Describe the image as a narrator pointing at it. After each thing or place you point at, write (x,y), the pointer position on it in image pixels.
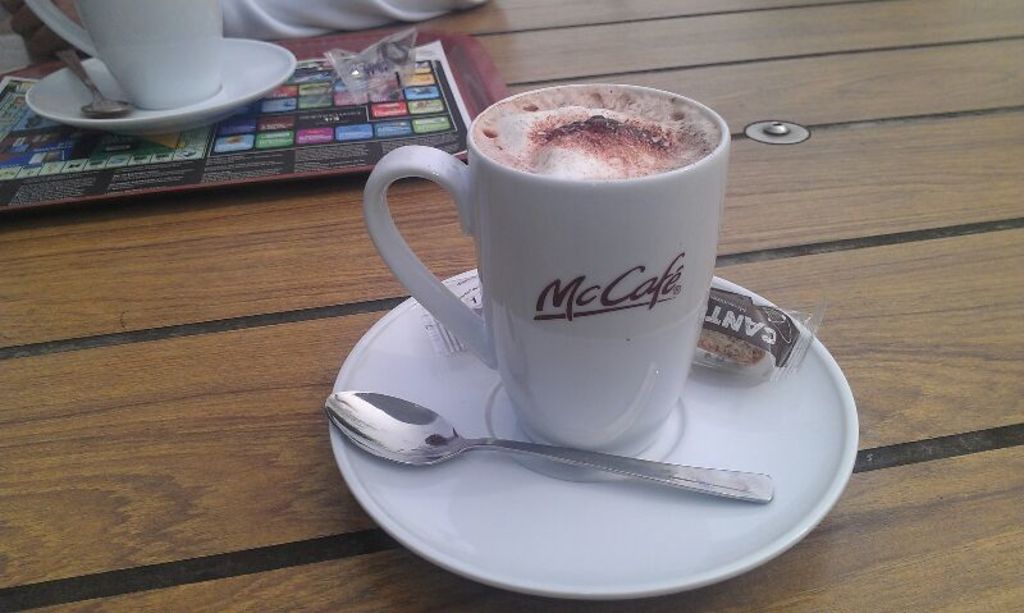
In the foreground of this image (771,408), on a saucer (757,411), there is a cup (602,365), spoon (623,469) and a sachet (729,362). In the background (729,56), on a wooden surface (562,38), there is a tray (473,75), poster (9,138), a spoon (95,102), cup (157,42) and a saucer (175,106). On the top left (285,18), it seems like a person (291,10).
